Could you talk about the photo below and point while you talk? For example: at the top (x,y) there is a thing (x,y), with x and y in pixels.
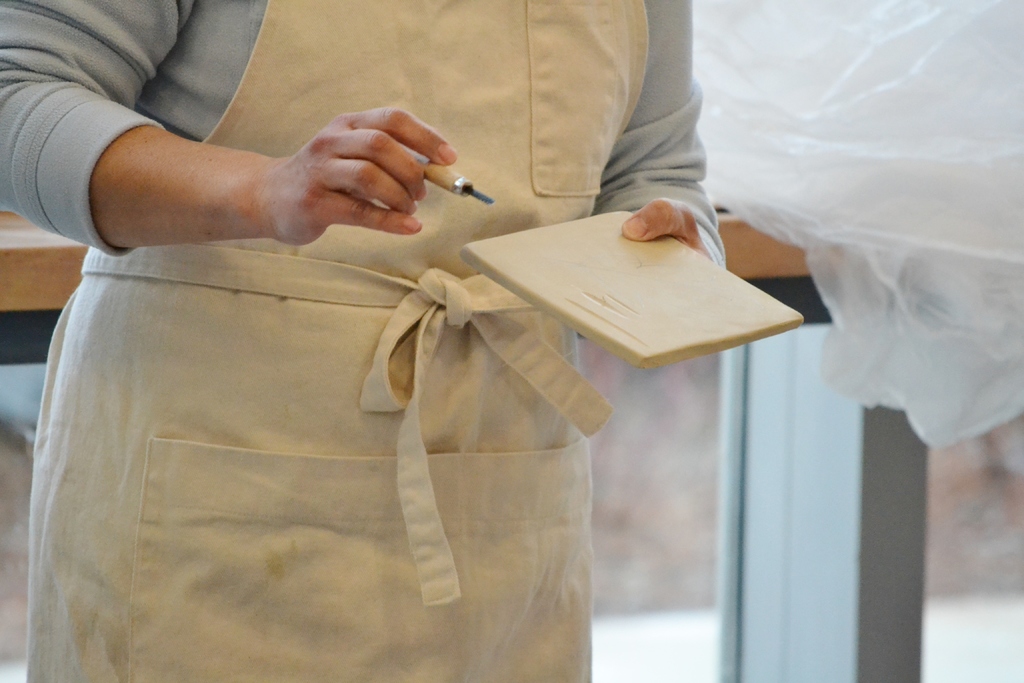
In this picture we can see a person (307,254) holding a tool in one hand (315,203) and a stone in another hand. There is a cover (880,284) and a wooden table (10,287) in the background (736,185).
